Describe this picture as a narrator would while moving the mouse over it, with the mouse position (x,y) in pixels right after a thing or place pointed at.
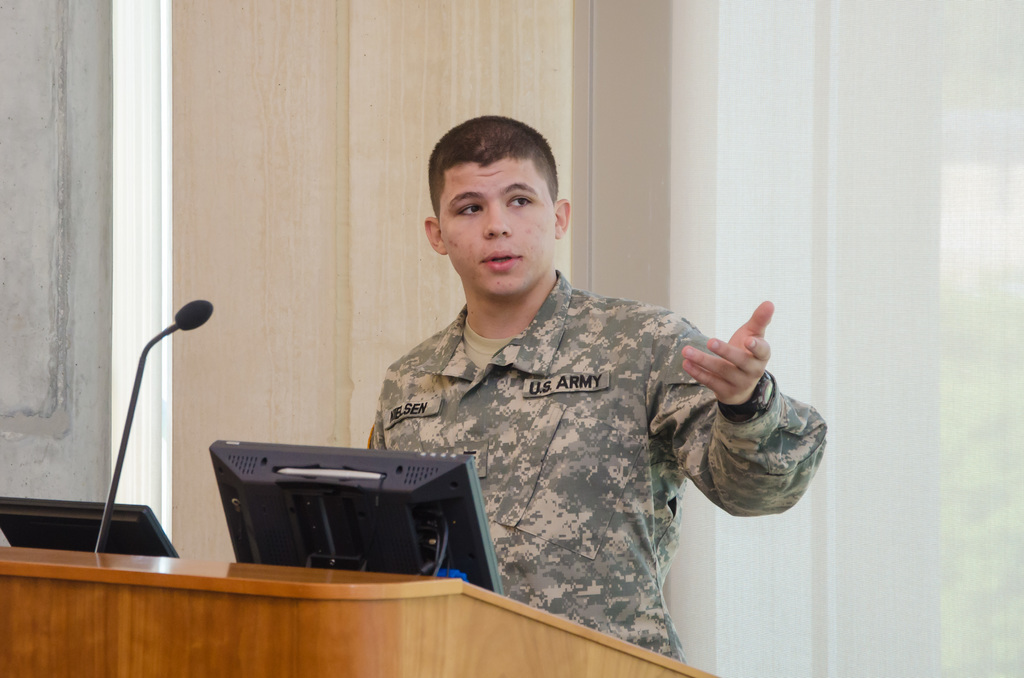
In this image, we can see a person (557,393) standing and there is a monitor (399,518), a laptop (73,517) and a microphone (101,532), we can see a window (979,199) and a wall (350,124).
